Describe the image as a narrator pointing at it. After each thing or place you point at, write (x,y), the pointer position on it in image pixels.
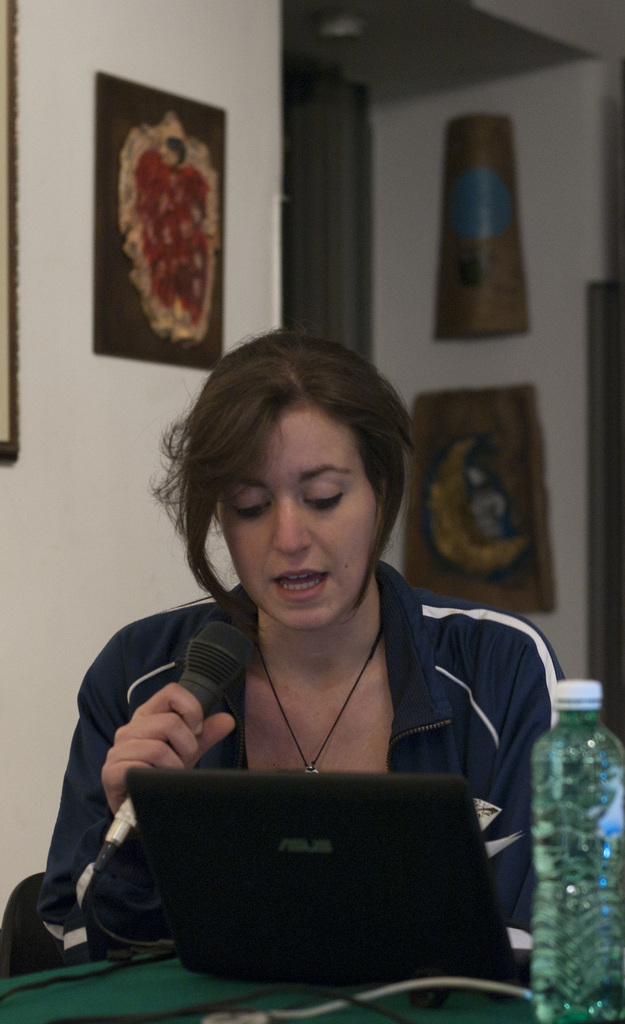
In this picture there is a lady (258,722), who is sitting at the center of the image (342,345), and she is saying something in the mic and there is a laptop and a water bottle (610,968) on the table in front of her, there is a door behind her at the center of the image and there are portraits (181,198) on the wall (81,215).
